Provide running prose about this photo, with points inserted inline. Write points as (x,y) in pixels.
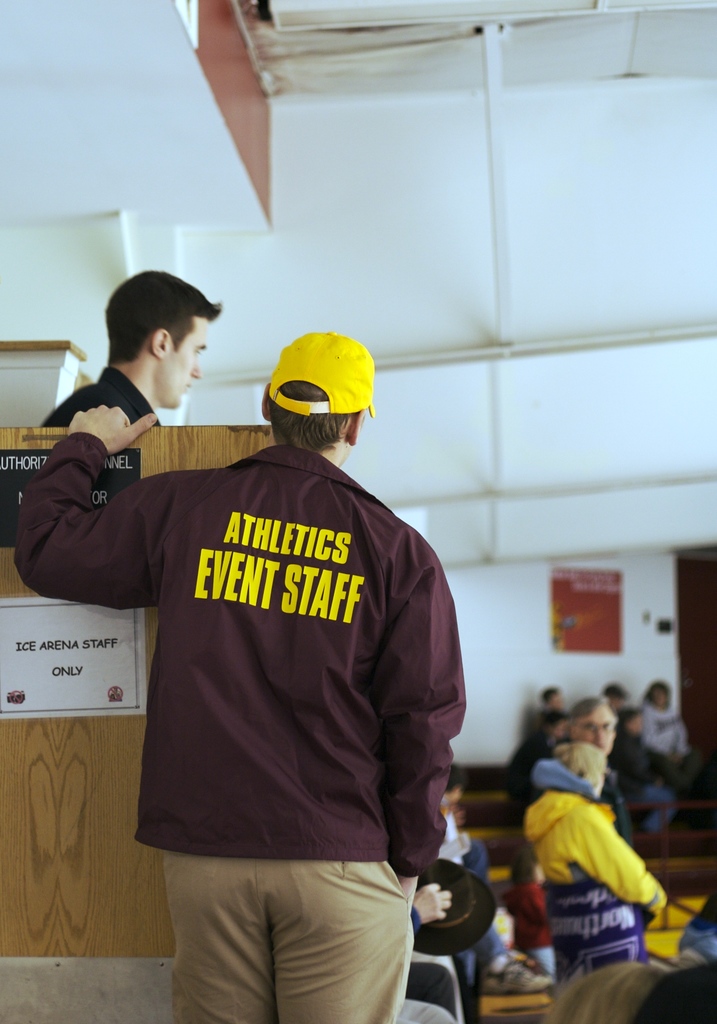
In this image I can see a person (325,646) wearing jacket (313,707), pant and yellow color cap (347,367) is standing. In the background (125,399) I can see a person (135,395) wearing black shirt (136,393) is standing behind the cream colored board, few other persons (534,743), the white colored wall (553,511) and few other objects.
